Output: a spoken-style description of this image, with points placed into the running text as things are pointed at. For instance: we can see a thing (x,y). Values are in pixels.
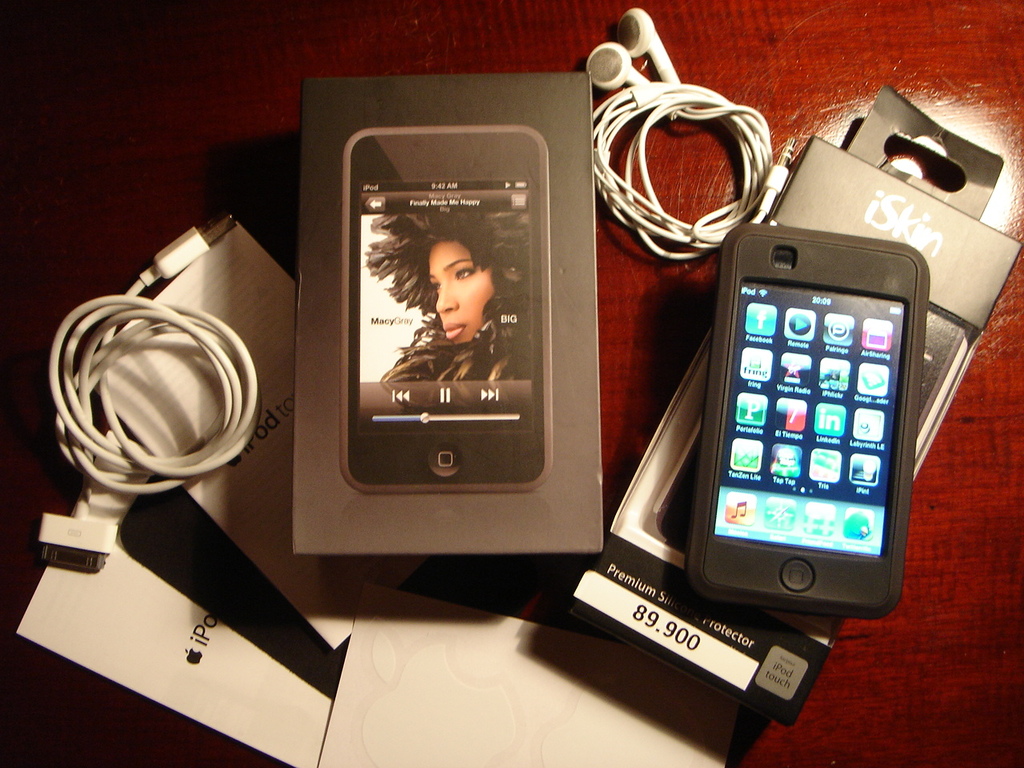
In this image we can see a cell phone (716,442), headset (699,228), wire (105,351), a few papers (245,667), a box (474,553) on a surface (241,140) which looks like a table (938,684).
